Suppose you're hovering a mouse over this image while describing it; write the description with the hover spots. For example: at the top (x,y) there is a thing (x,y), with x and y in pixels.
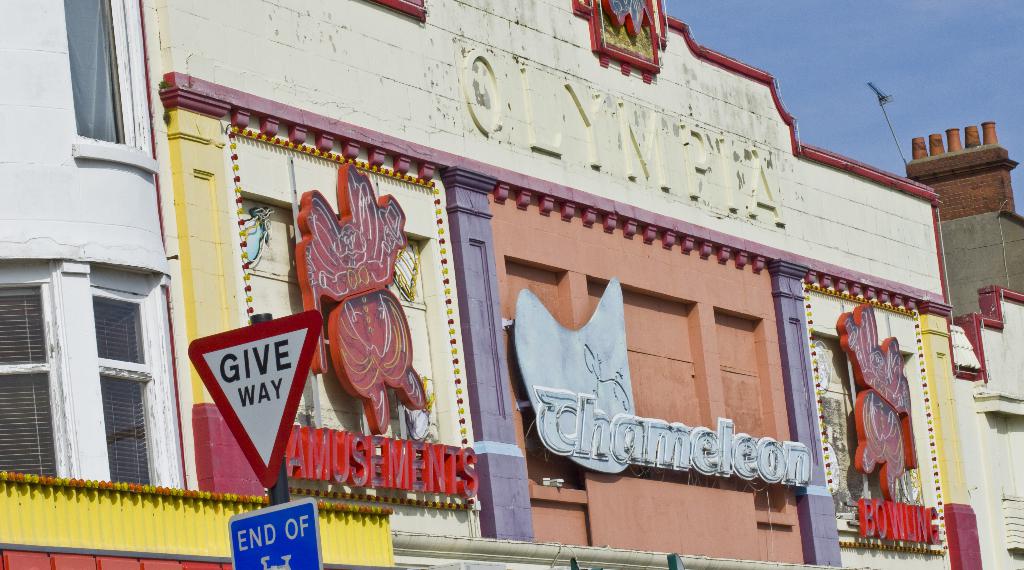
In this image, we can see buildings (962,459), walls (480,451), windows (134,411), window shades (119,398), curtain (107,89), brick wall (963,201), sign boards (395,318) and pole (285,488). Here we can see some text (492,129) on a building (635,374). On the right side (968,69) top corner, we can see the rods (890,128), few objects (958,133) and sky (937,70).
